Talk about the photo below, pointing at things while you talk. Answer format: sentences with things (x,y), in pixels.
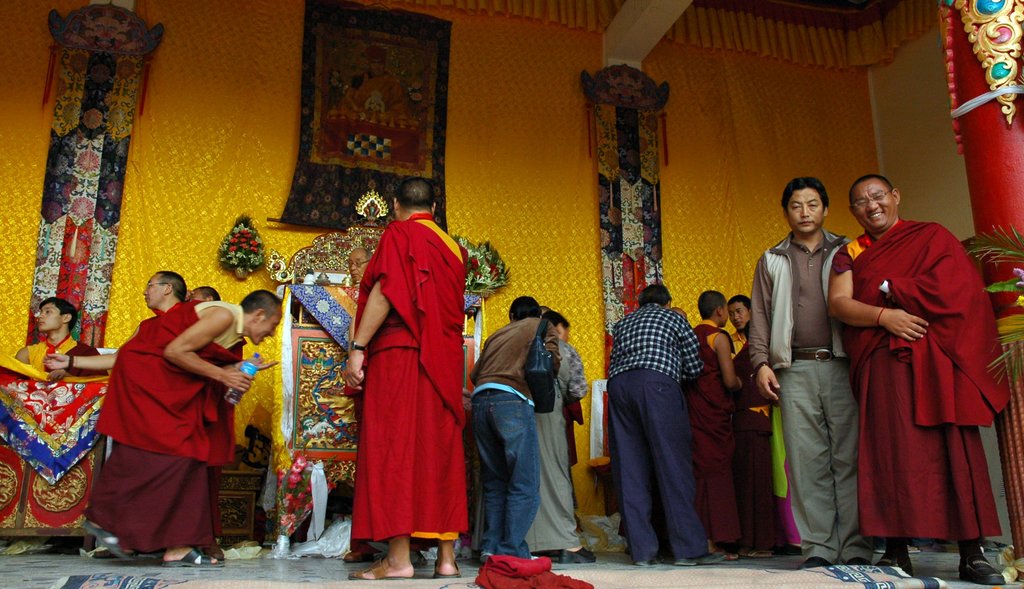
Here we can see group of people (448,408). This is floor (139,567) and there is a carpet (755,579). In the background (672,237) we can see curtain (523,229), flower bouquets (497,284), and banners (423,157).
